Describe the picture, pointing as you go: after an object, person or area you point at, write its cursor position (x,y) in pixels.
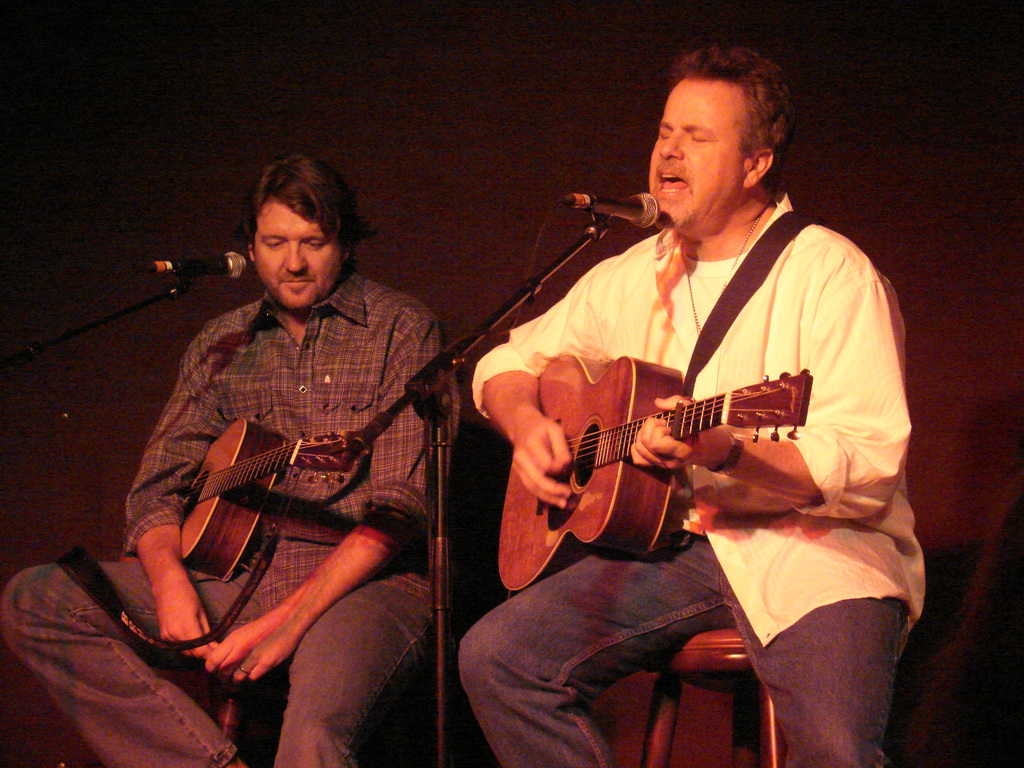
In this image i can see two men (323,406) sitting a man (781,454) at right (772,443) playing guitar (587,443) and singing in front of a micro phone (651,202) at the back ground (497,105) i can see a curtain (490,138).
